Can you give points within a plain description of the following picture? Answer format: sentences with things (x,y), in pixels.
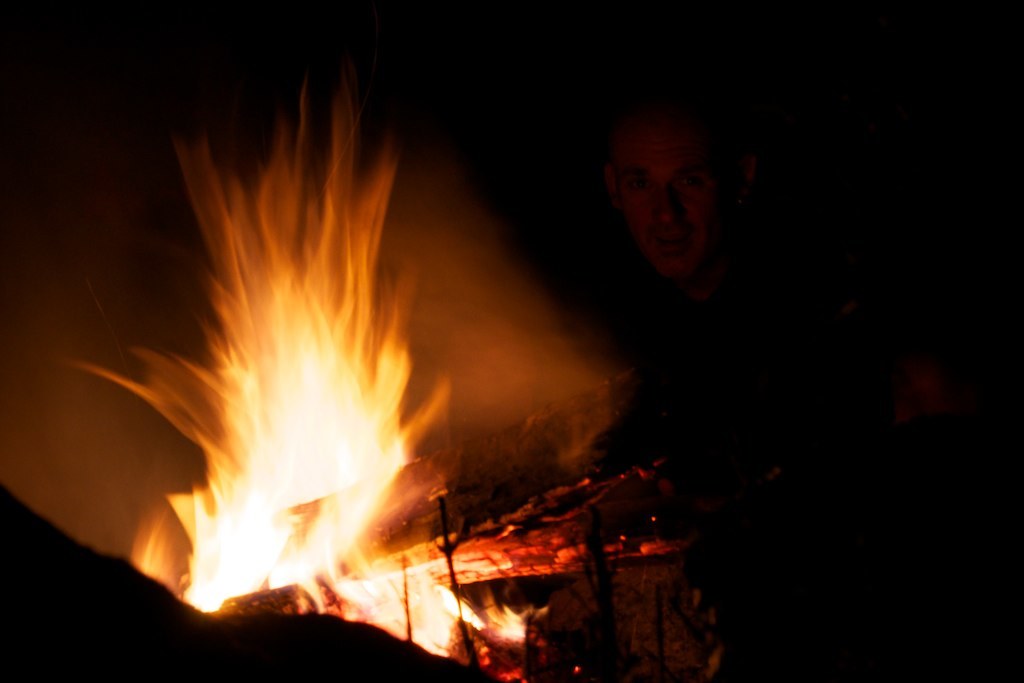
In this image a person (733,313) is behind the fire camp (377,541).
